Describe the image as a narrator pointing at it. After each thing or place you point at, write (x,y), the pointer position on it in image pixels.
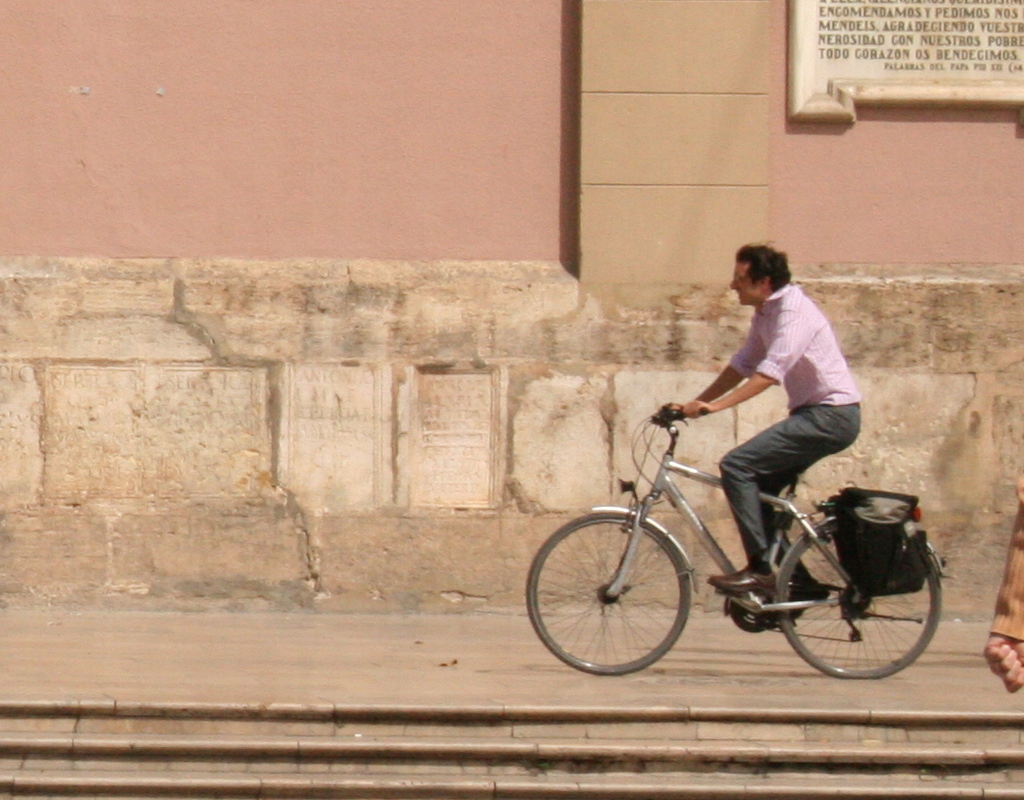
On the right side of the image (783,360) we can see a man (741,496) wearing pink color shirt (811,379) is riding the bicycle (633,574). In the background (523,216) we can see a wall (462,322).
